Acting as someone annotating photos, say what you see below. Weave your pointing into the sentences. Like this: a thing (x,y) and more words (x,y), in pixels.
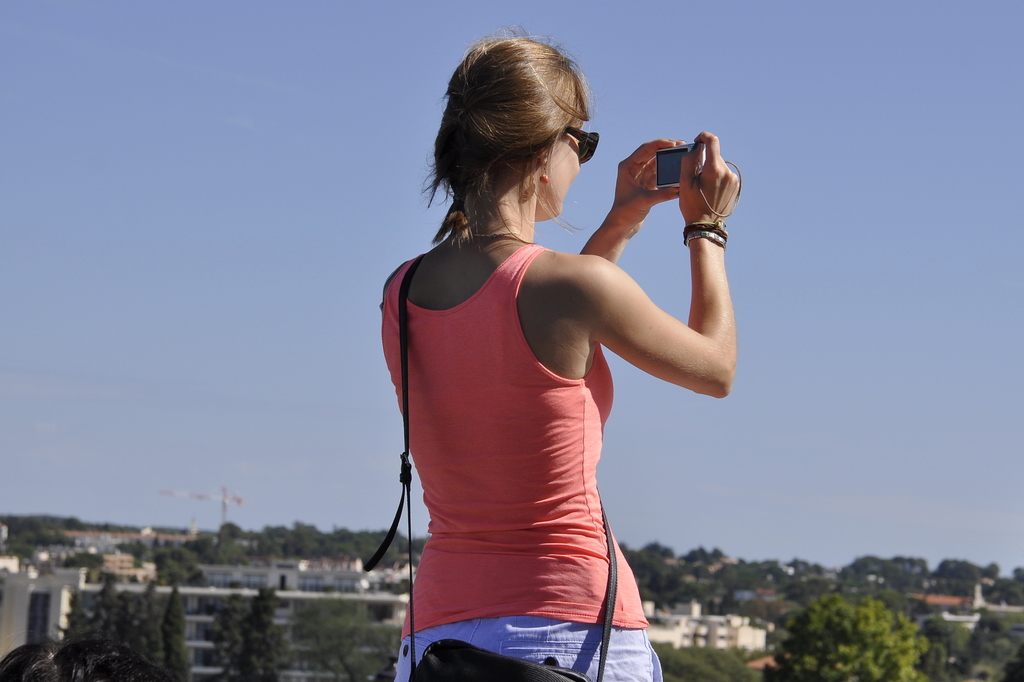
In the center of the image (462,353) we can see a lady (551,151) is standing and wearing a dress (591,533), bag (461,668), goggles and holding a camera (698,152). At the bottom of the image (157,550) we can see the buildings (79,539), trees (803,622) and crane (223,504). In the background of the image (240,507) we can see the sky (164,62).
